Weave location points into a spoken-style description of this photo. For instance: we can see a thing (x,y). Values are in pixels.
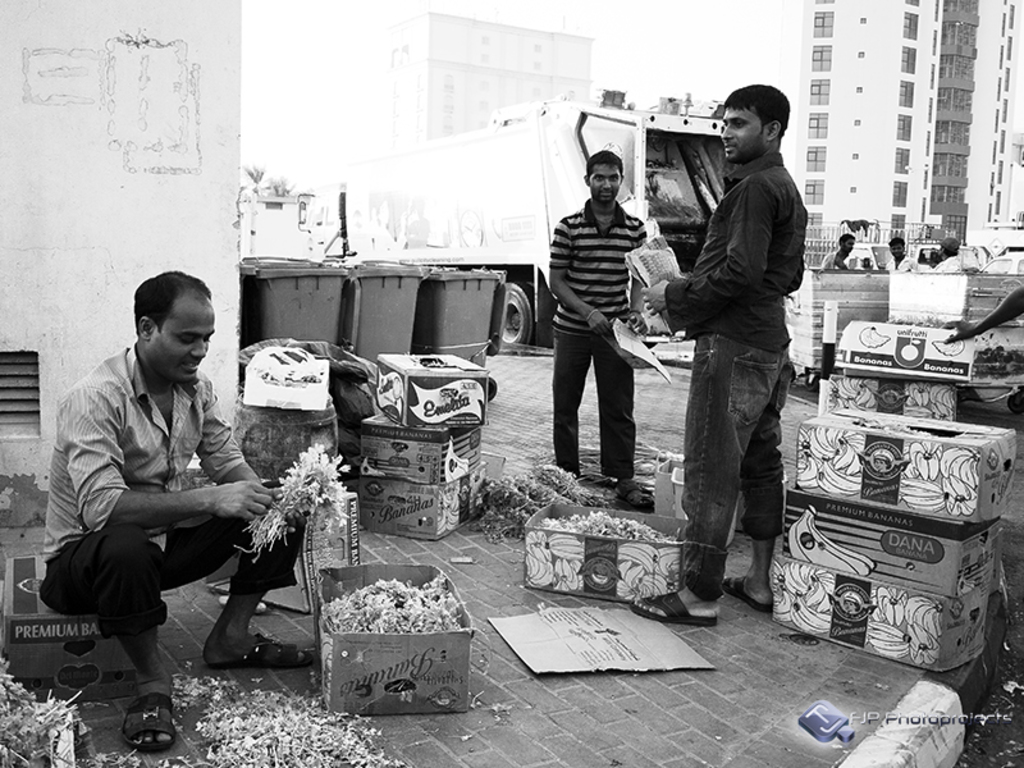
In the bottom left corner of the image (266,648) a person (272,558) is sitting and holding some leafy greens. Behind him there is a wall (127,233). In the middle of the image (558,456) two persons (620,367) are standing and holding some papers (660,318) and there are some boxes (953,658). Behind the boxes (261,365) there is a vehicle (401,256) and dustbins (292,261) and few people (952,262) are standing. At the top of the image (1007,18) there are some buildings (976,84).
